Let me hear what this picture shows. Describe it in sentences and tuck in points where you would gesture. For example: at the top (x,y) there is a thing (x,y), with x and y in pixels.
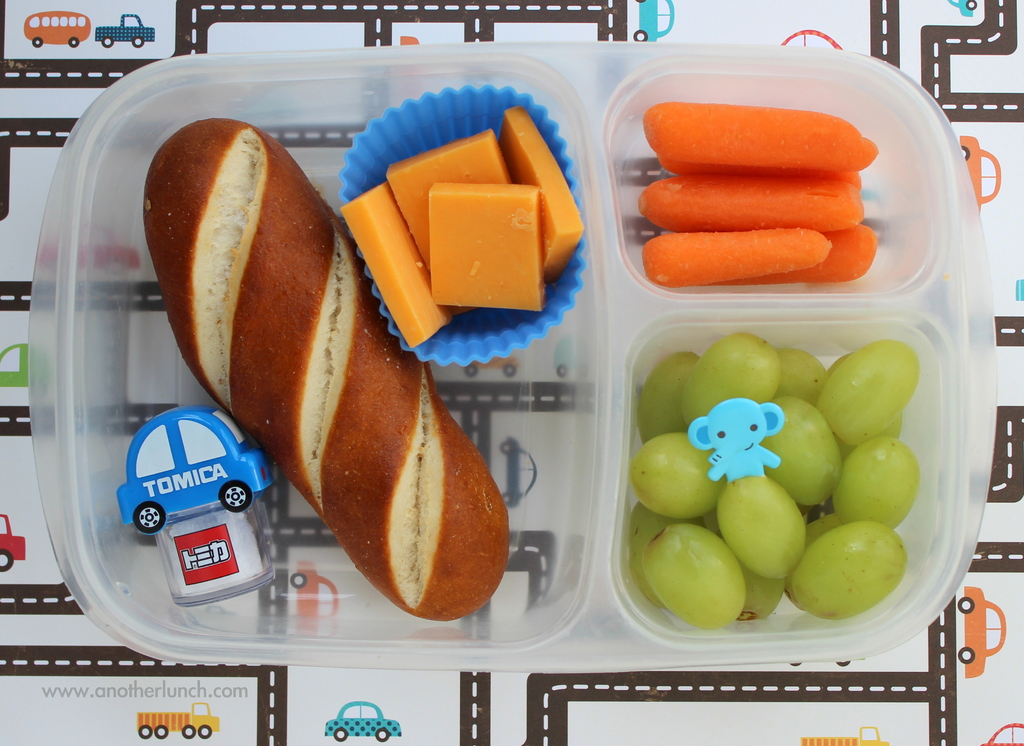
In this image I can see a plastic box (676,54) in which bread (458,582), cheese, grapes (774,505), toy (129,469) and carrots (795,219) are there may be kept on the table (832,15). This image is taken may be in a room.
